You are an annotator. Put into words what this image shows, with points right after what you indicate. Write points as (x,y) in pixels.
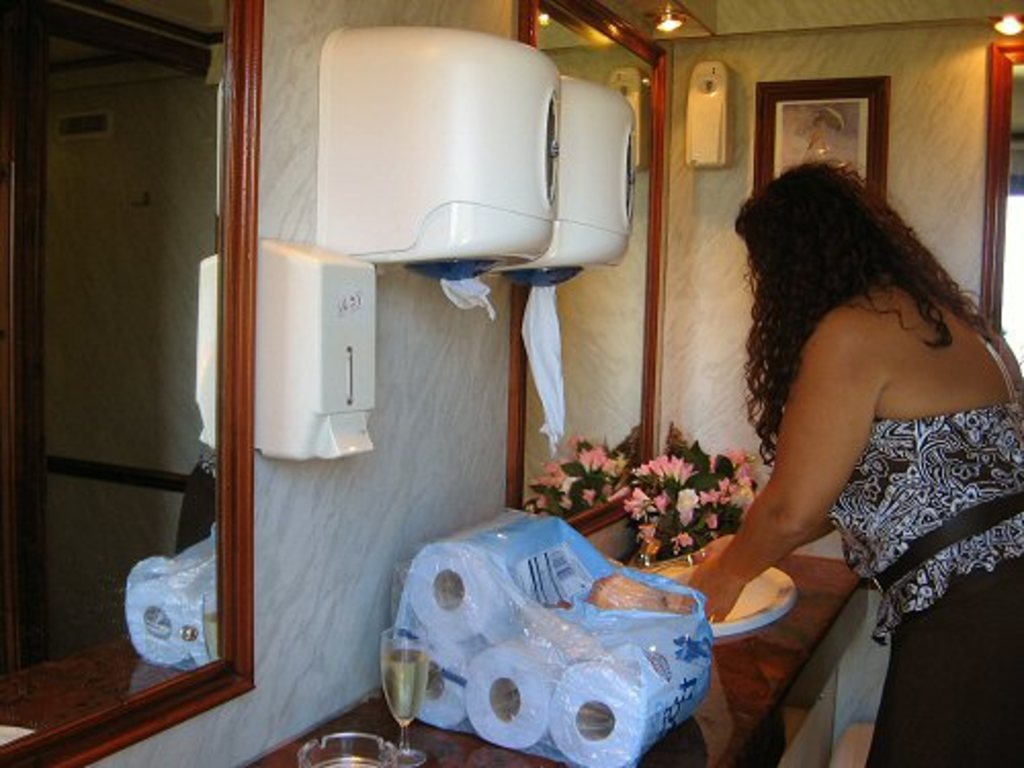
This picture is taken inside the room (920,143). In this image, on the right side (961,472), we can see a woman (939,547) washing her hands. On the left side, we can see a table (724,721), on that table (714,759), we can see a tissue rolls (592,755), glass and plants (677,542) with flowers (678,503). On the left side (241,540), we can see a mirror (243,536) which is attached to a wall (428,412), hand sanitizer (368,404), tissues (536,356). In the background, we can see a photo frame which is attached to a wall (963,155), mirror (1018,159). At the top (771,20), we can see a roof (774,12) with few lights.
